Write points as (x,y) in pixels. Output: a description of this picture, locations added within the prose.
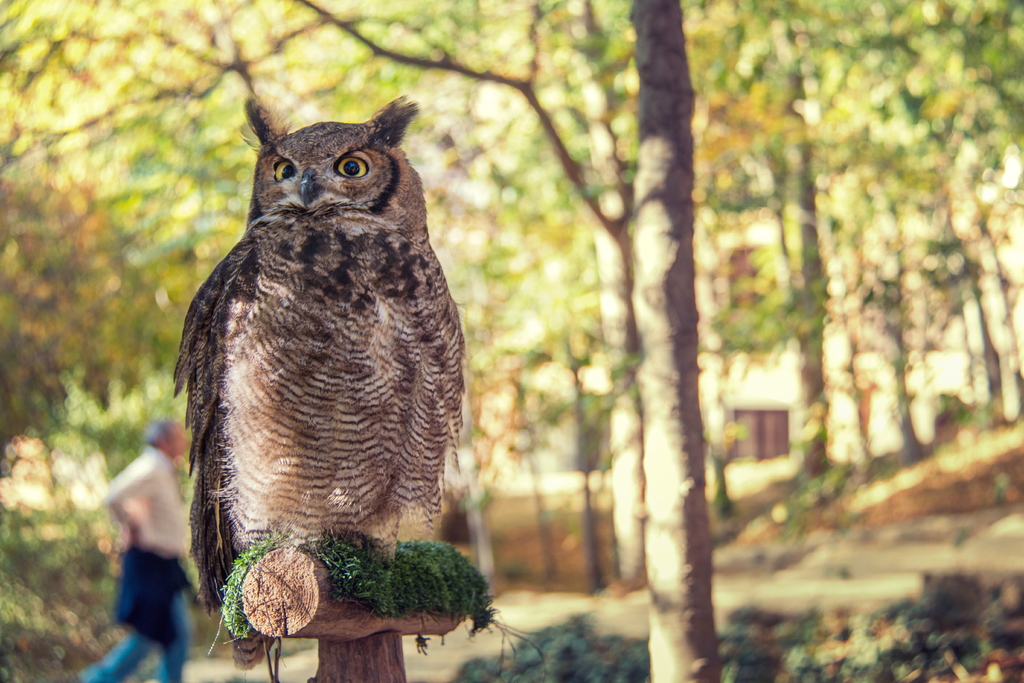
In this image I can see a owl (327,195) is standing on the wooden stand (367,614). Back Side I can see trees (536,290) and person (143,490).
